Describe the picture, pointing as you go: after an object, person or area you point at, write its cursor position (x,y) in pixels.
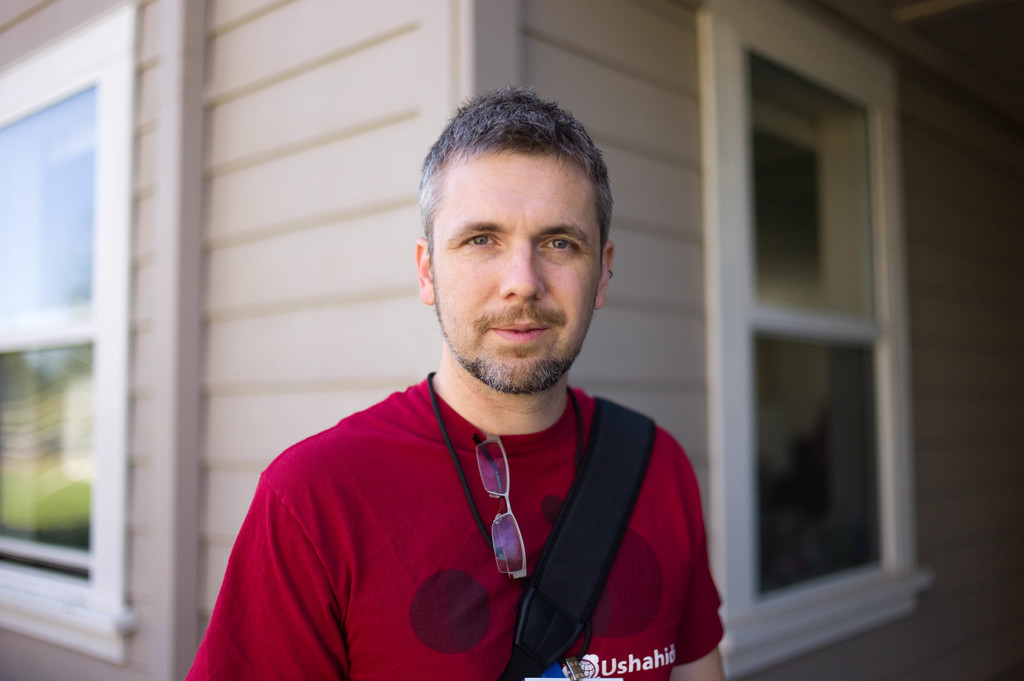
In this picture we can see a man (419,560) standing in front of a place (620,235) with windows (8,451) and looking at someone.
